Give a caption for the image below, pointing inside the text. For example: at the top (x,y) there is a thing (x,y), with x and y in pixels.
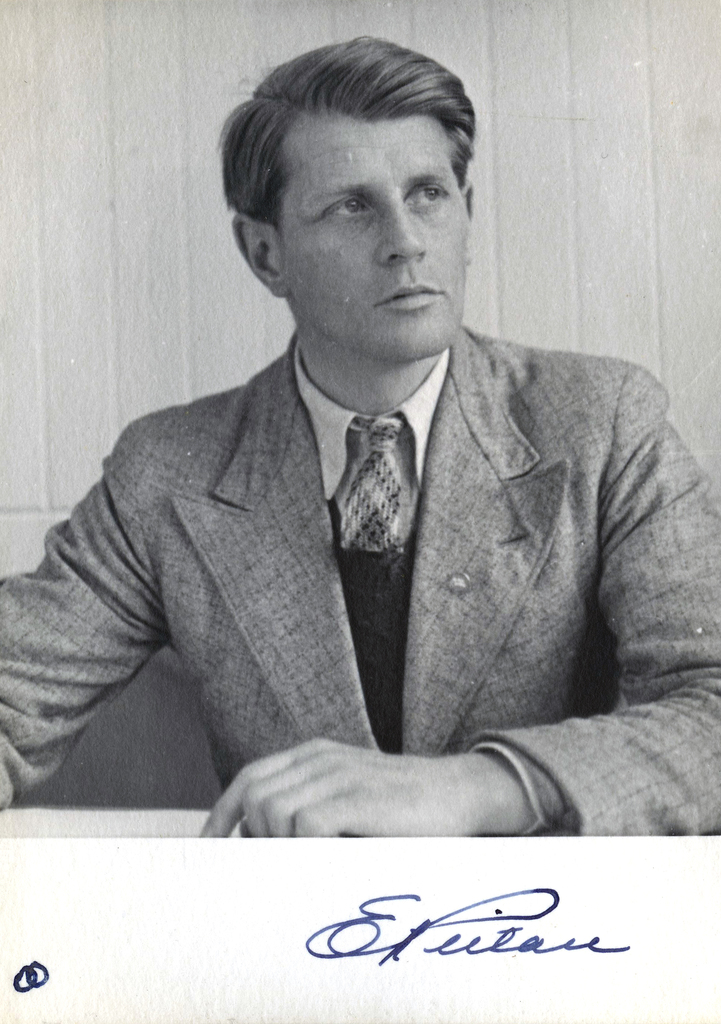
In this image I can see a black and white picture of a person (433,157) who is wearing white shirt (331,423), tie (354,527) and blazer (223,566). In the background (31,454) I can see the white colored wall (150,229) and to the bottom of the image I can see the signature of a person (393,834).
